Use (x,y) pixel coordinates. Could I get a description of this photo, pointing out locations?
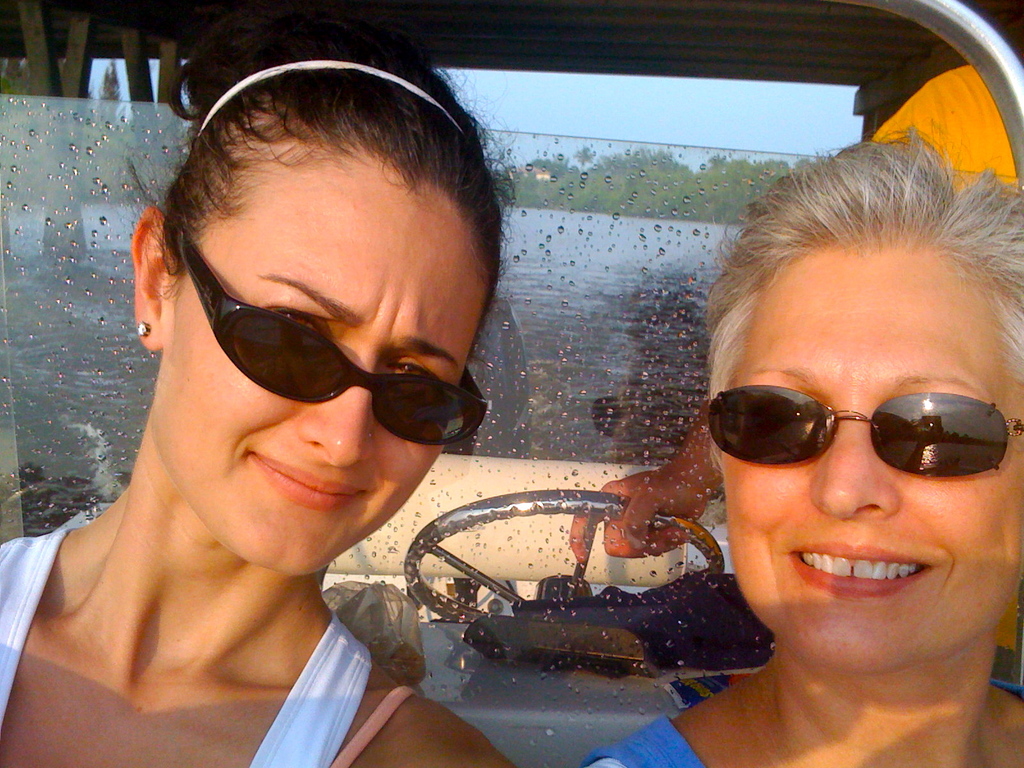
In front of the picture, we see two women (223,576) who are wearing goggles (355,381) are smiling. Behind them, we see a steering wheel (497,511) and the person (934,133) in yellow T-shirt (936,134) is holding the steering wheel (594,496). This picture might be clicked inside the vehicle (443,508). Behind them, we see glass (622,325) from which we can see trees (571,180).
